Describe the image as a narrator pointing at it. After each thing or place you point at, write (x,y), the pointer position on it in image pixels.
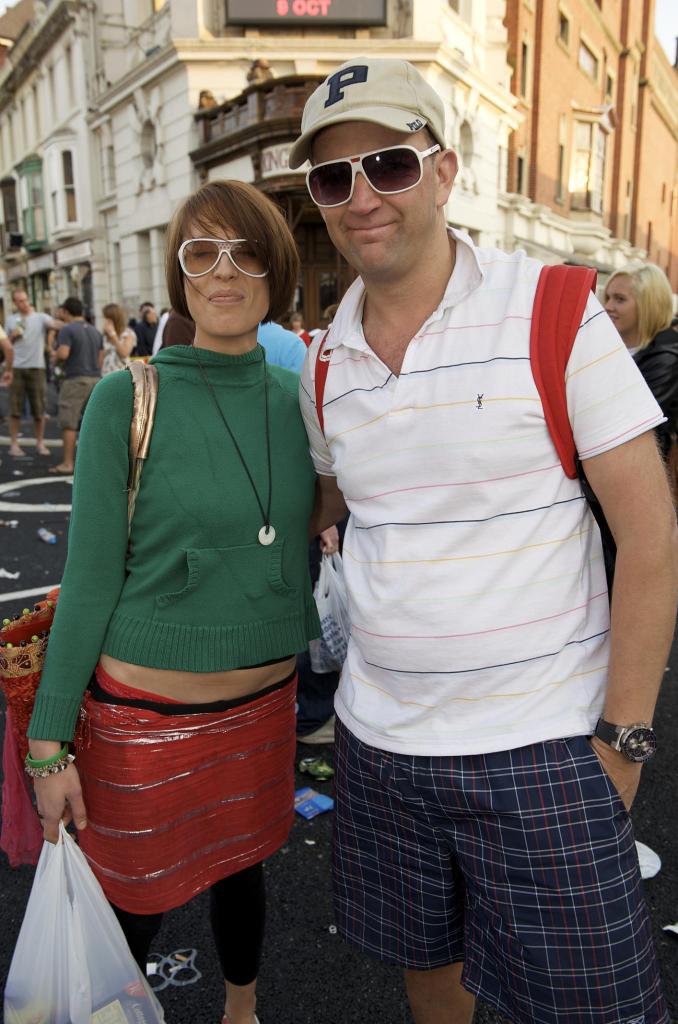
In the center of the image (324,501) a lady (312,494) and a man (323,457) are standing. In the background of the image (312,332) some persons (270,342) are there. At the top of the image (255,100) we can see buildings (486,65), screen (274,18) are there. At the bottom of the image (354,984) road (354,993) is there.
